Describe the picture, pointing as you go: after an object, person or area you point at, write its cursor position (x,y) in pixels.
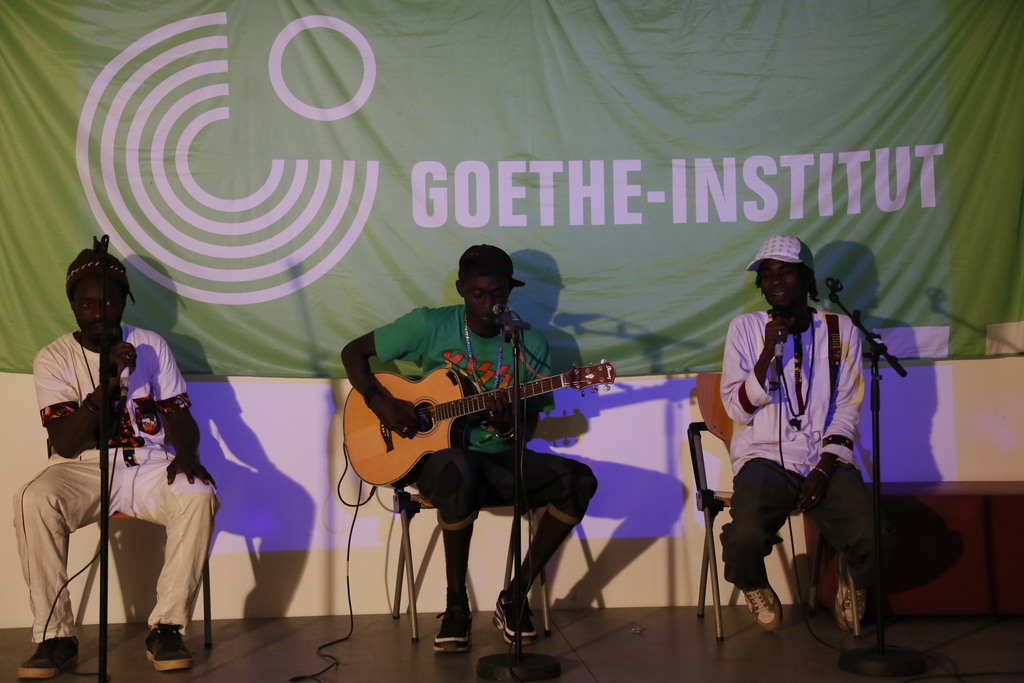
There are three people (500,420) in the image. On the left (147,357) there is a man (147,380) he is holding a mic (118,346) in his hand (129,352). In the center (409,339) the man (490,465) is playing a guitar (421,447). On the right (741,545) the man (790,349) is singing a song. There are mics (513,336) placed before them. In the background (580,247) there is a board (589,190).
